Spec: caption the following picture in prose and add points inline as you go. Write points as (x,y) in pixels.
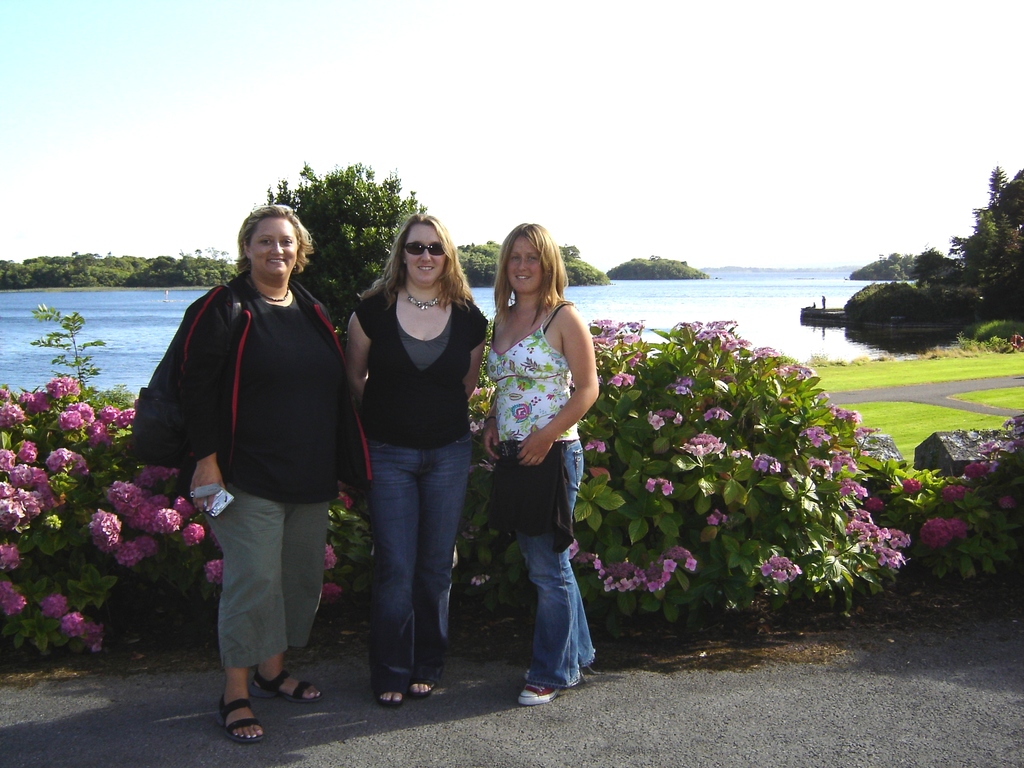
In this image I can see a road (755,701) in the front (816,701) and on it I can see three women (397,298) are standing. In the background (797,442) I can see number of flowers (53,600), number of trees (978,289) and water (798,296). I can also see grass ground (843,382) on the right side (958,398) and in the background (653,163) I can see the sky (276,112). In the front (220,602) I can see smile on their faces (261,232) and I can see the left one (317,347) is holding a white colour thing (221,487).
